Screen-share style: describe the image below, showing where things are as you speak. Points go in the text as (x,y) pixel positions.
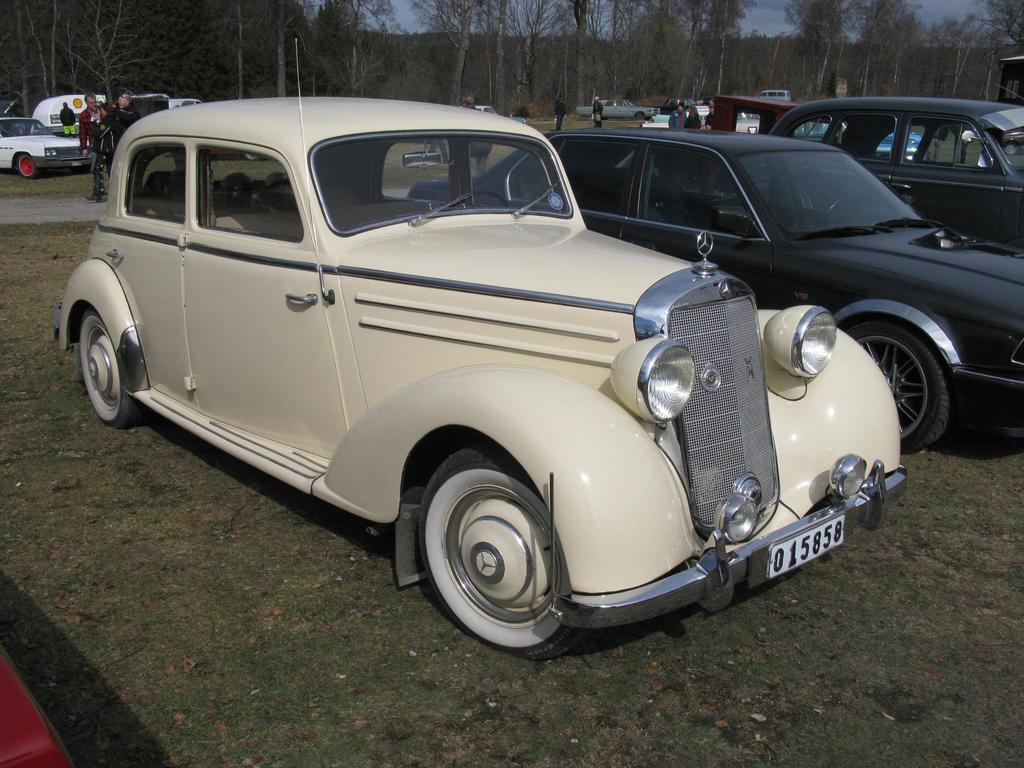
In the foreground of the picture (404,183) we can see cars (294,386) and grass (196,595). In the middle of the picture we can see people (62,110), vehicles (657,112) and road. In the background (494,65) there are trees (544,72) and sky (754,29).
